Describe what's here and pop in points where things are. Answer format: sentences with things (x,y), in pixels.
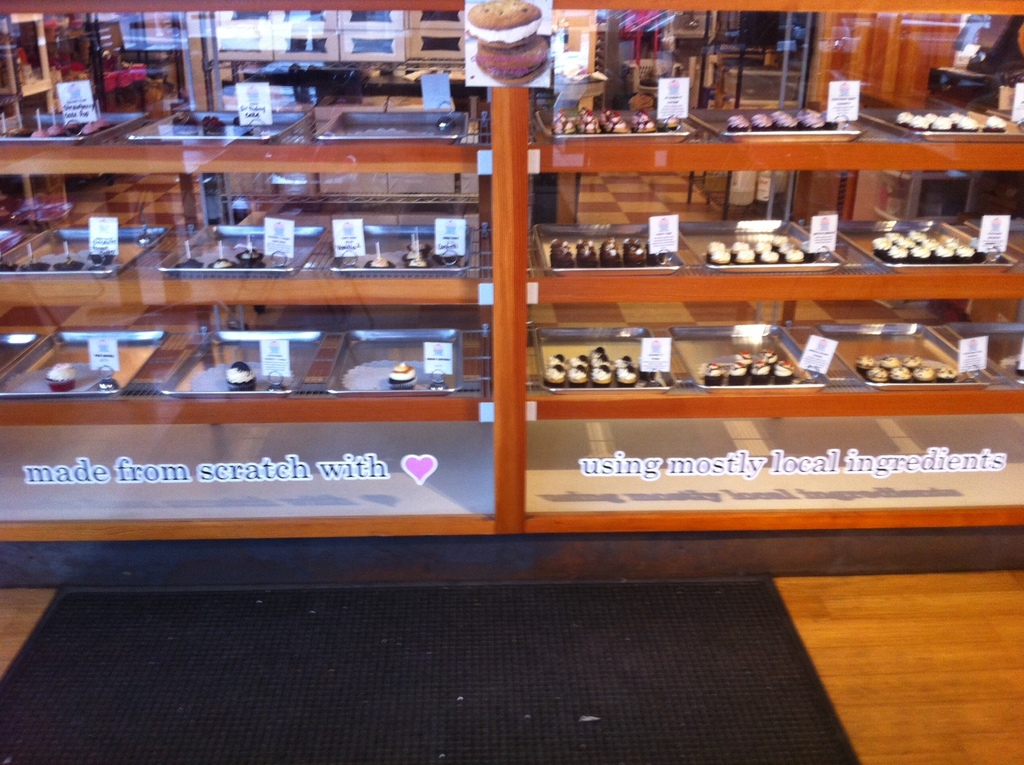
In this image, I can see the food items (243,377) with name boards (668,110) on the trays (280,125), which are kept in the display counters (566,276). At the bottom of the image (399,693), I can see the mat (483,720) on the floor (909,643). At the top of the image (535,62), It looks like a poster (474,82).
